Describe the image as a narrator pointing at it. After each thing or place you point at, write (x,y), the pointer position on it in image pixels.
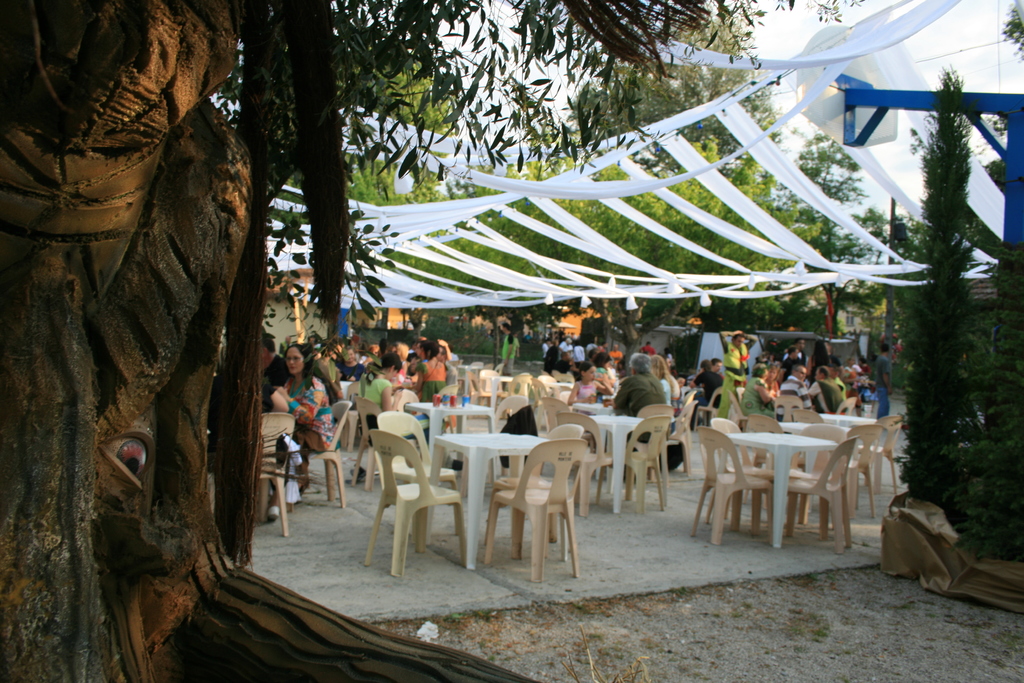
There are many people (579,401) sitting in the chairs (415,434) around the tables (613,407) in this picture and there is some cloth (584,280) tied across them. In the background (470,83) there are some trees (654,246) and a sky (964,38) here.
